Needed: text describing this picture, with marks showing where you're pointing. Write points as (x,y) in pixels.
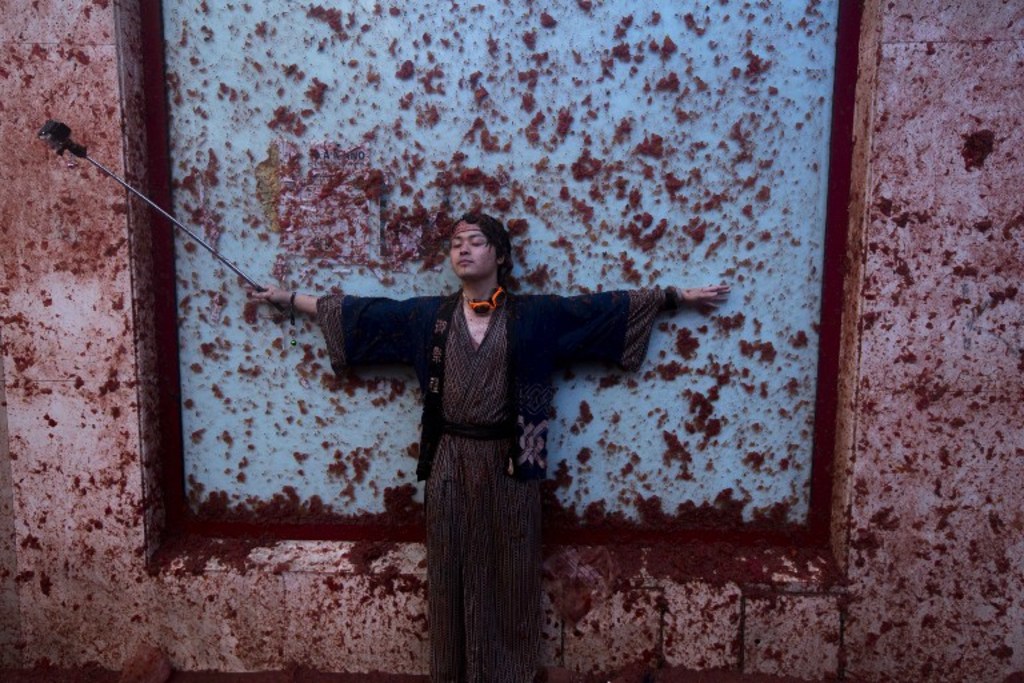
In this image there is a man (383,354), he is wearing a fancy dress (502,343) and holding stick (75,143) in his hand (268,292), in the background (943,674) there is a wall (22,109).
